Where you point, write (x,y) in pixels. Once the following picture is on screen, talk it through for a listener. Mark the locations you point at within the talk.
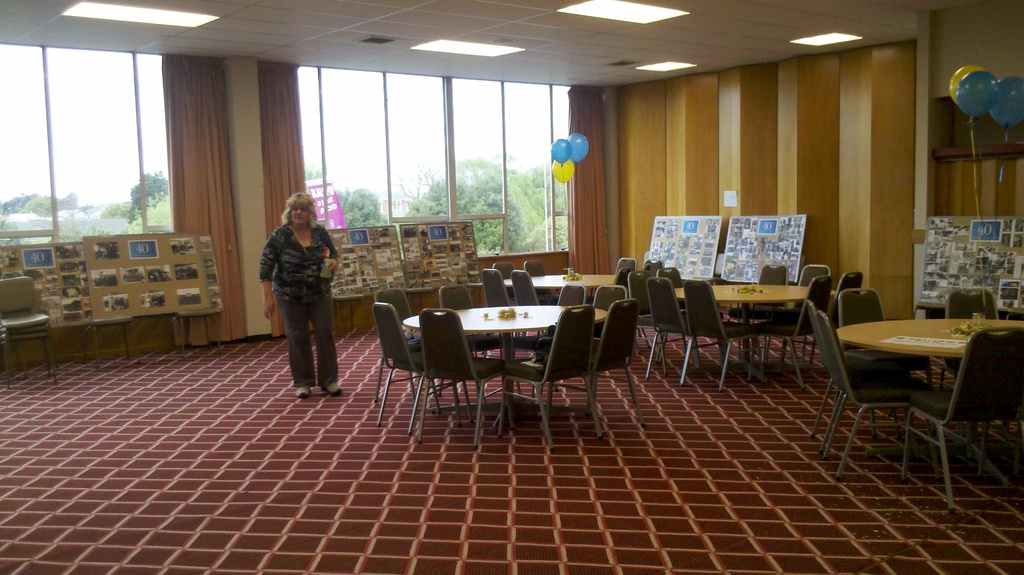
In this image we can see woman (288,259), boards (698,260), images (990,272), chairs (718,307), tables (773,298) and balloons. In the background (684,169) we can see wall curtains (213,175), windows (356,190), trees (429,201) and sky (348,103).
